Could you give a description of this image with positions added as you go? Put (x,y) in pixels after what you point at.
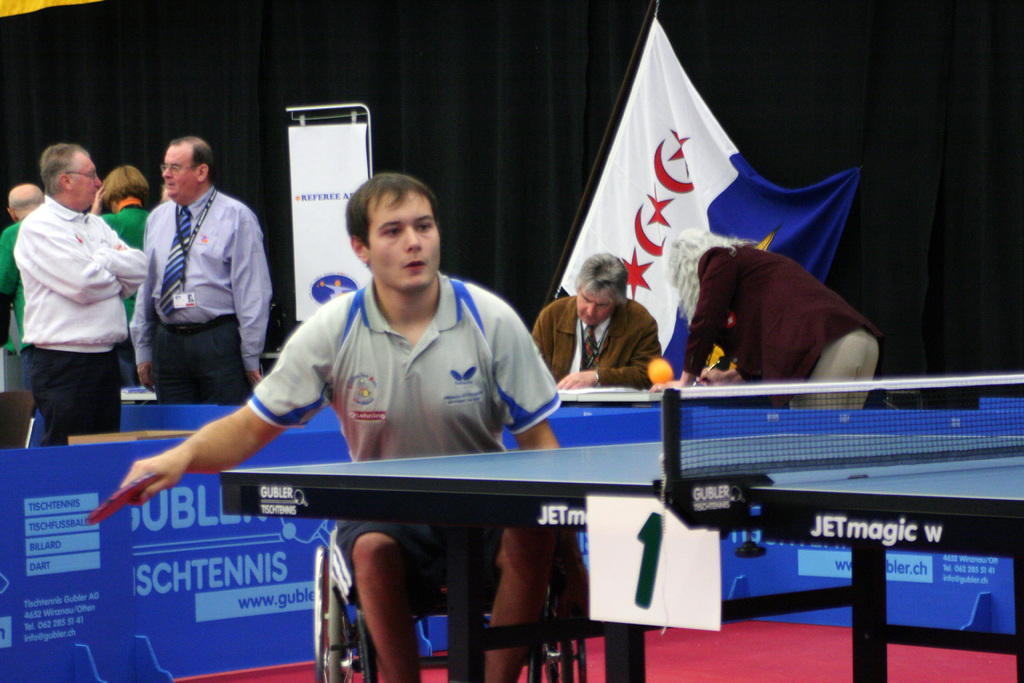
In the foreground (471,343), I can see a person (415,343) is sitting on a chair (570,615) is playing a table tennis in front of a table (518,494). In the background (736,253), I can see a fence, boards (764,546), flag pole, curtains (743,73) and a group of people (592,320) on the floor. This image taken, maybe during a day.
